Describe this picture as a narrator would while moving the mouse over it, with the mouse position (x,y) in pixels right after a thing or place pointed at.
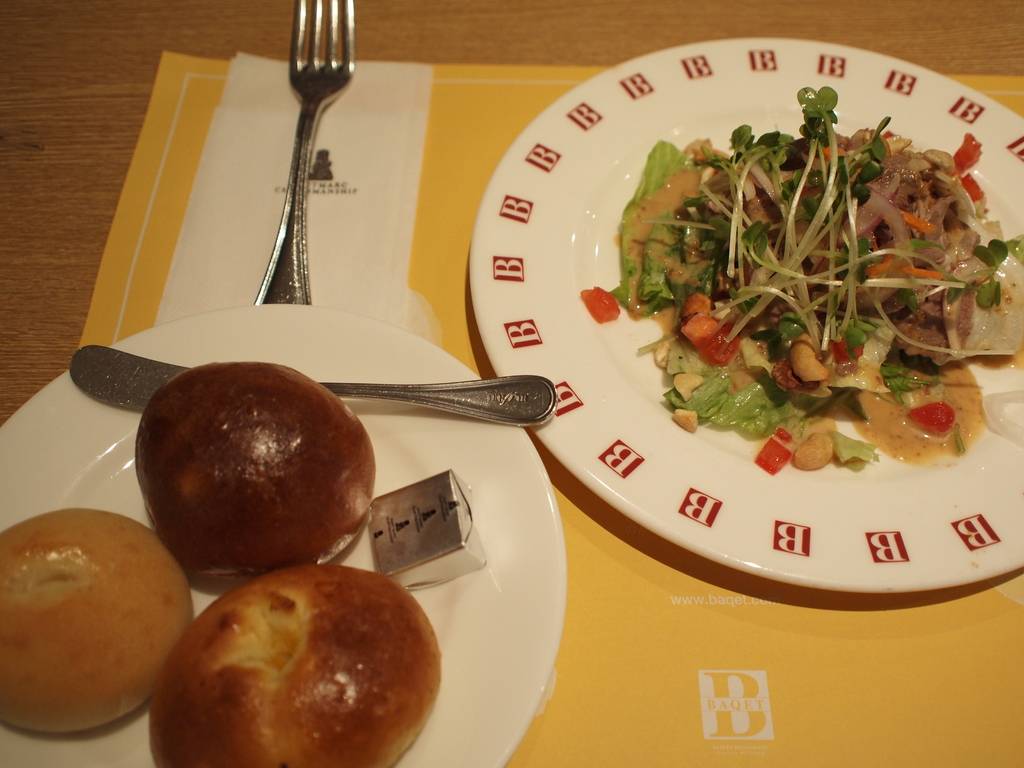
In this picture I can see 2 white color plates (513,265), a knife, a fork (350,51) and food (176,454) which is of cream, brown, green, red and white color and these all things (856,225) are on a yellow and white color thing (431,194) and I see something is written on it and I can see the brown color surface (195,44).
